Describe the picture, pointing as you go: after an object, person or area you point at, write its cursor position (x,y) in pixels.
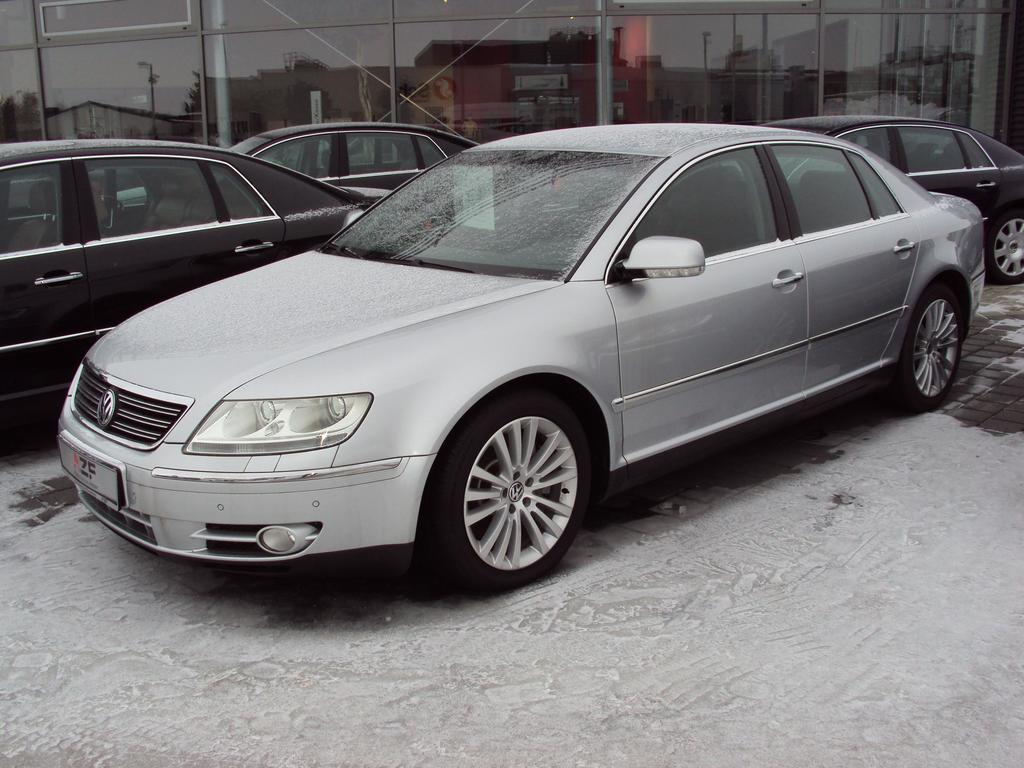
In the foreground of this image (651,501), there is a car (475,437) on the pavement (969,411) and on the snow (804,561). In the background (837,108), there are three cars (228,212) and the glass building (412,27).
